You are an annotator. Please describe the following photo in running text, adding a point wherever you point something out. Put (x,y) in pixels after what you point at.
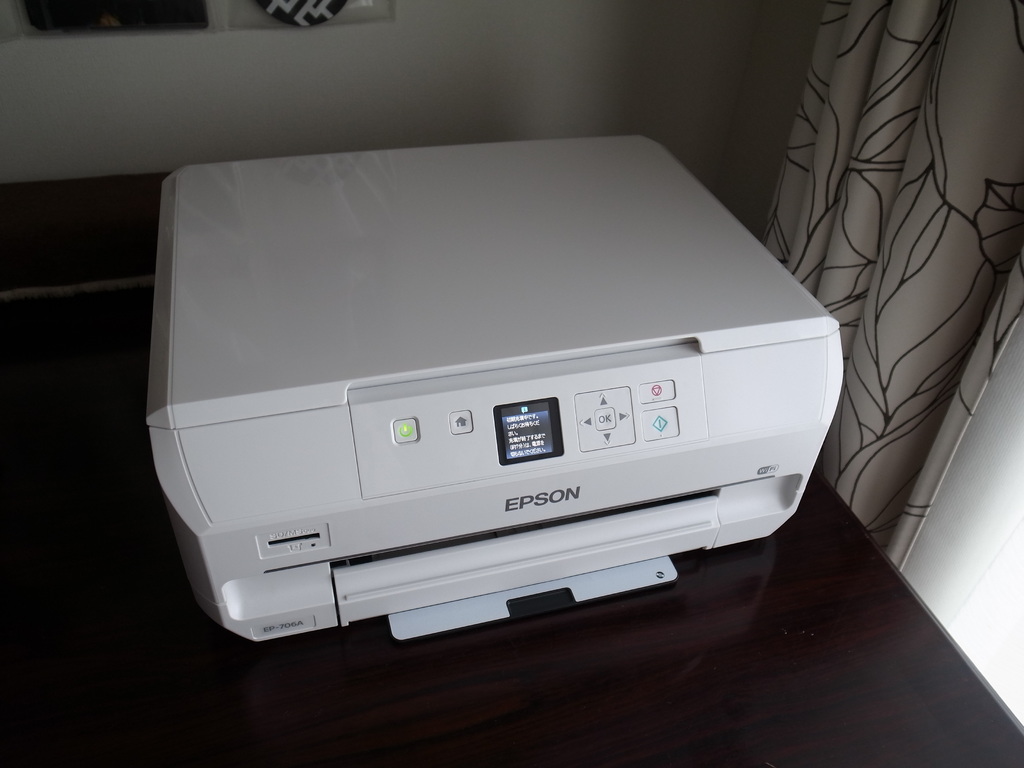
In this picture we can see a printer (318,576) on the platform (378,681) and in the background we can see a wall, curtain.
